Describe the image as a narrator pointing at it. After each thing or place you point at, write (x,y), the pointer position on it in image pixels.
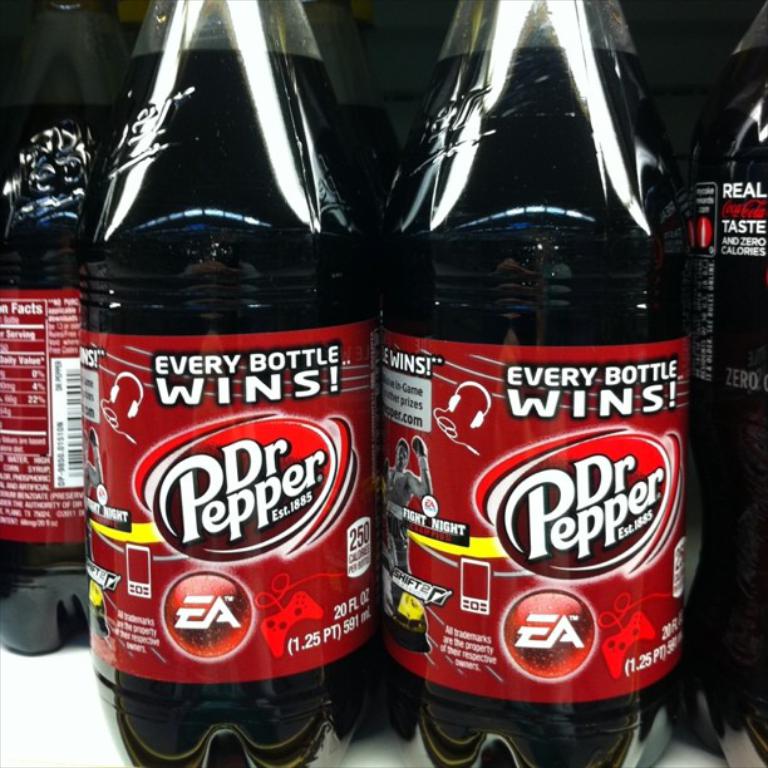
This picture is mainly highlighted with Dr Pepper drinking bottles (421,536).
